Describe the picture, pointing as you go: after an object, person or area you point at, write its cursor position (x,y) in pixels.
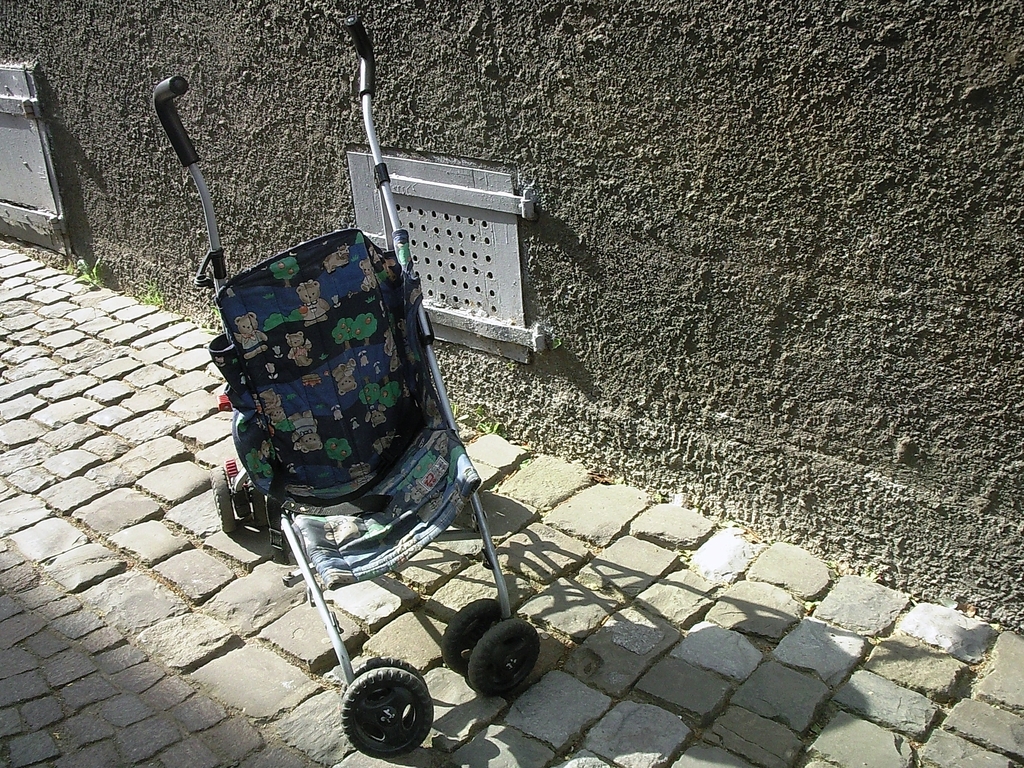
In this image I can see a baby chair (282,535) kept on the floor (133,670) I can see the wall (684,114).
